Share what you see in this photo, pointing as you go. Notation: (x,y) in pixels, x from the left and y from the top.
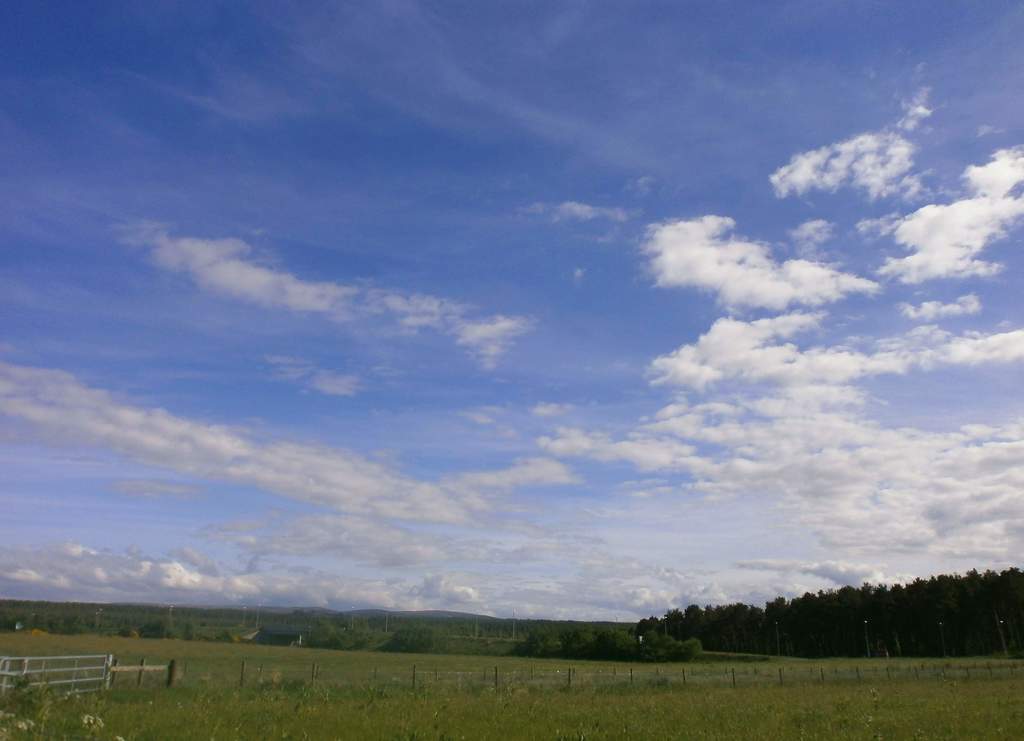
In this image I see the plants (196,716), fencing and in the background (20,617) I see number of trees (962,613) and I see cloudy sky (545,288).
